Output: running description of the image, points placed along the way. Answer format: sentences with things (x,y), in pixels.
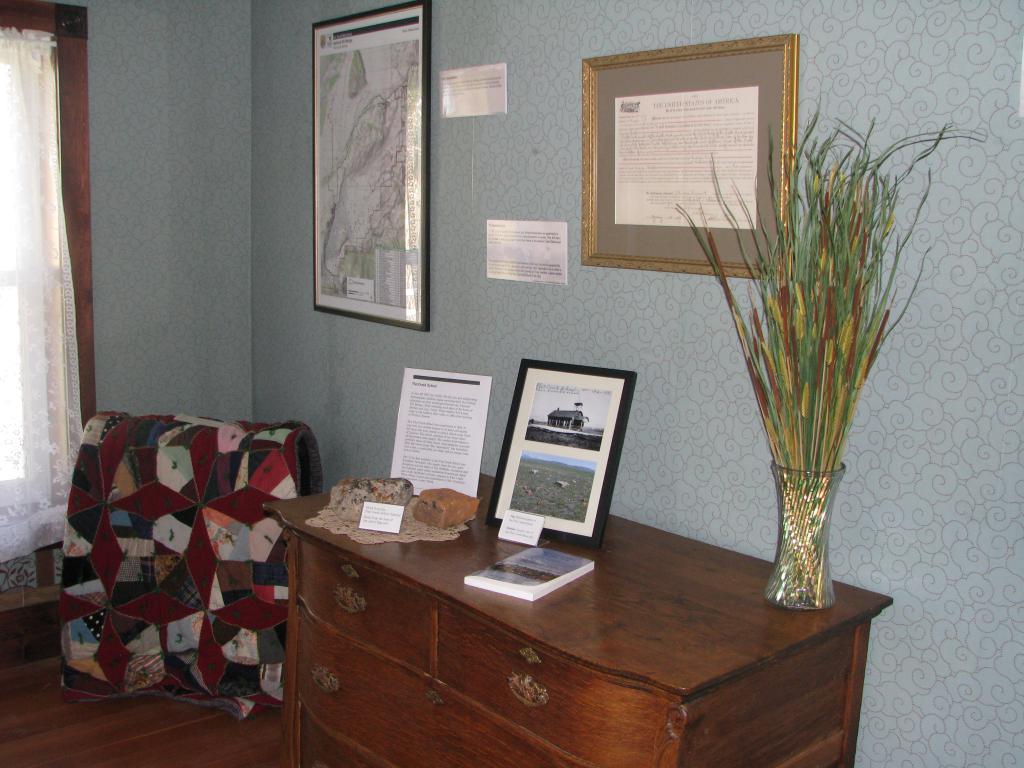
In this picture there is a inside view of the room (130,755). In the front (458,646) there is a wooden box (620,522). On the top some photo frames (571,533) and flower pot (818,601) is placed. Behind we can see the wall (911,313) with hanging photo frame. On the left side (37,247) there is a window (69,247) with white curtain (57,247).
